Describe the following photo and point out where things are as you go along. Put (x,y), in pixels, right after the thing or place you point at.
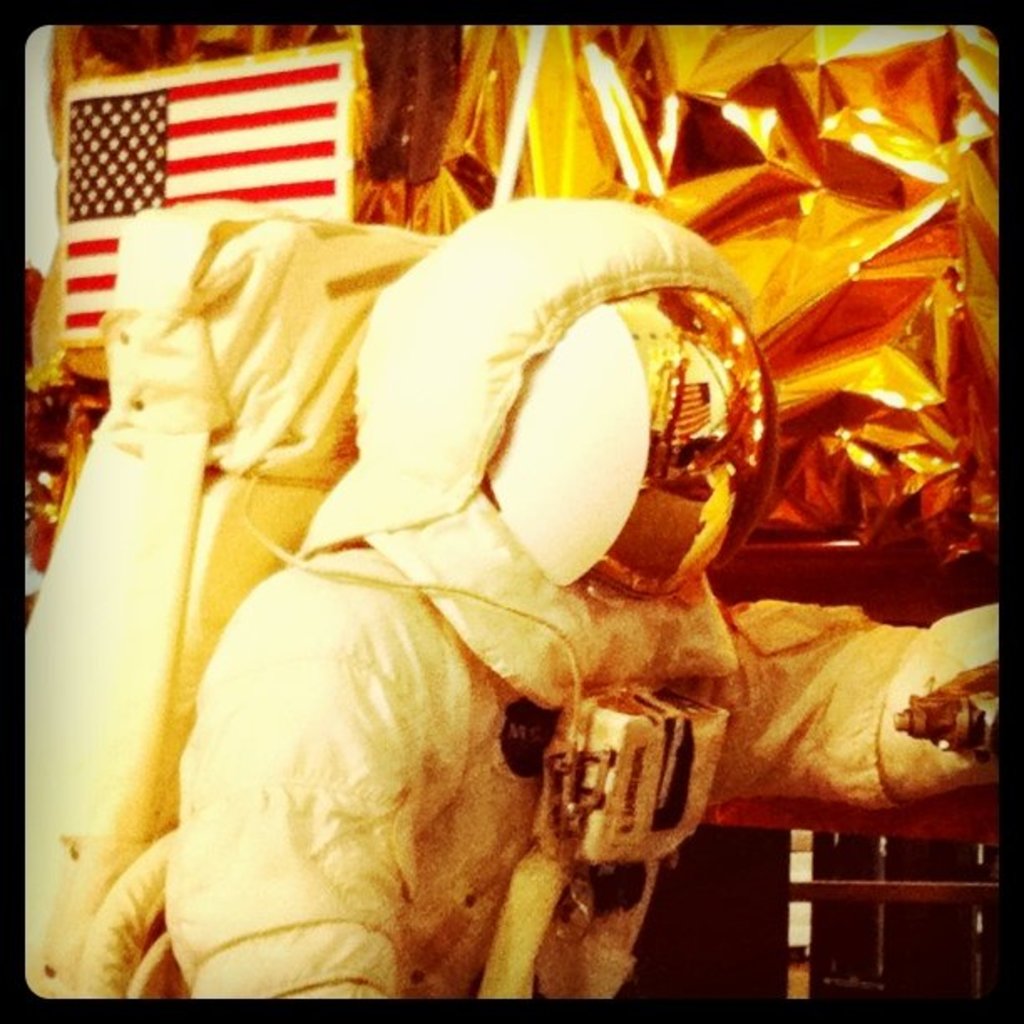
In this image in the center (627,418) there is one person (335,641) who is wearing a costume (499,586), and in the background (811,284) there are covers (799,262), flag (235,187) and some objects (828,935).
